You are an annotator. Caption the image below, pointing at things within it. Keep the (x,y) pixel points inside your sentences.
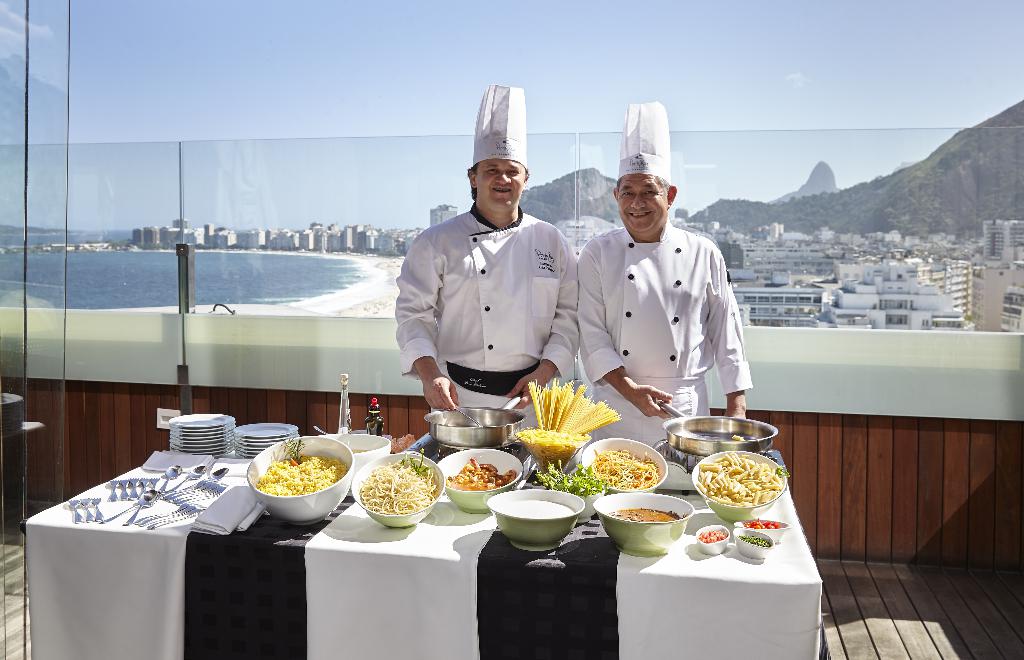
In this image we can see the two chefs (517,340) standing and smiling and preparing the food (527,427). There is also a table (494,581) and on the table (415,555) we can see many different food items (264,486), tissues (241,496), handkerchiefs (229,503), spoons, plates (250,432) and also forks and bottles (377,432). In the background (194,289) we can see the glass fence (951,339) and behind the fence (578,227) we can see many buildings (838,258), hills (817,220) and also the beach (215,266). Sky (313,96) is also visible. We can see the wooden floor (916,614).
